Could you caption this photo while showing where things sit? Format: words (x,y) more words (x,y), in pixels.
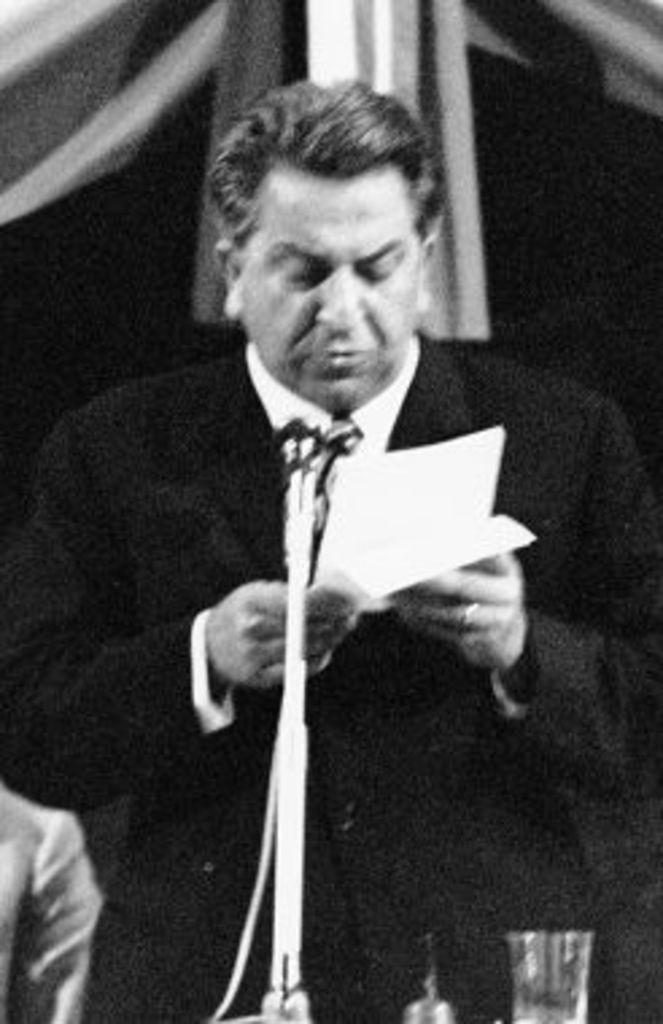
This is a black and white image and here we can see a person (337,374) wearing a coat (212,413) and a tie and holding some papers (420,548) and at the bottom (558,943), we can see a glass (524,962) and some objects (444,1009) and there is a person (41,851). In the background (357,77), there is a curtain (250,80).
